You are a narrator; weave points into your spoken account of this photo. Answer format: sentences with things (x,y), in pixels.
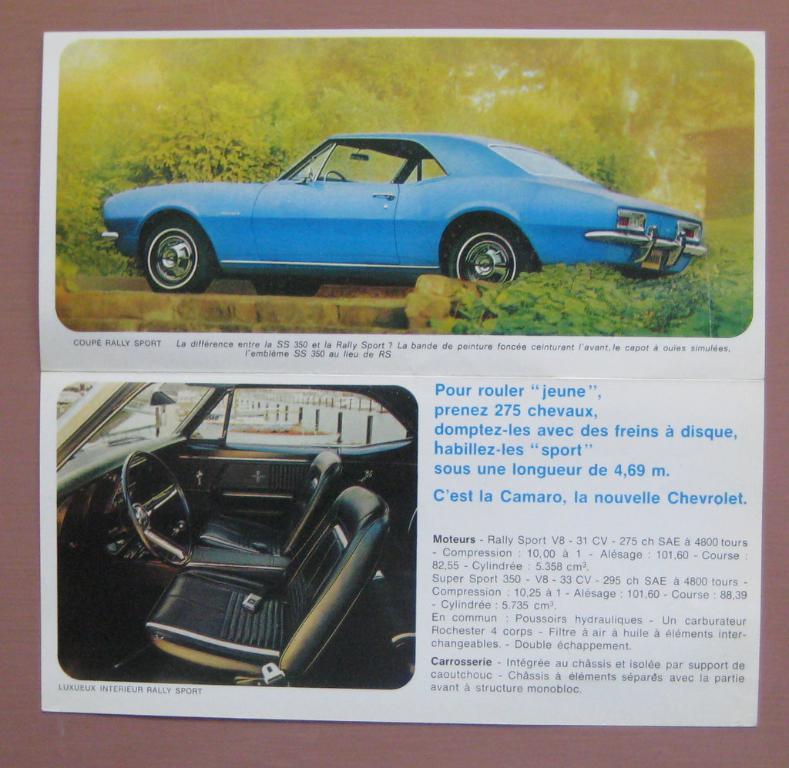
In this image, we can see an article (79,44) contains two pictures (188,183) and some text (477,406). In the first picture (408,256), we can see a car (293,209) which is colored blue and in the second picture (321,389), we can see an inside view of a car (163,585).
